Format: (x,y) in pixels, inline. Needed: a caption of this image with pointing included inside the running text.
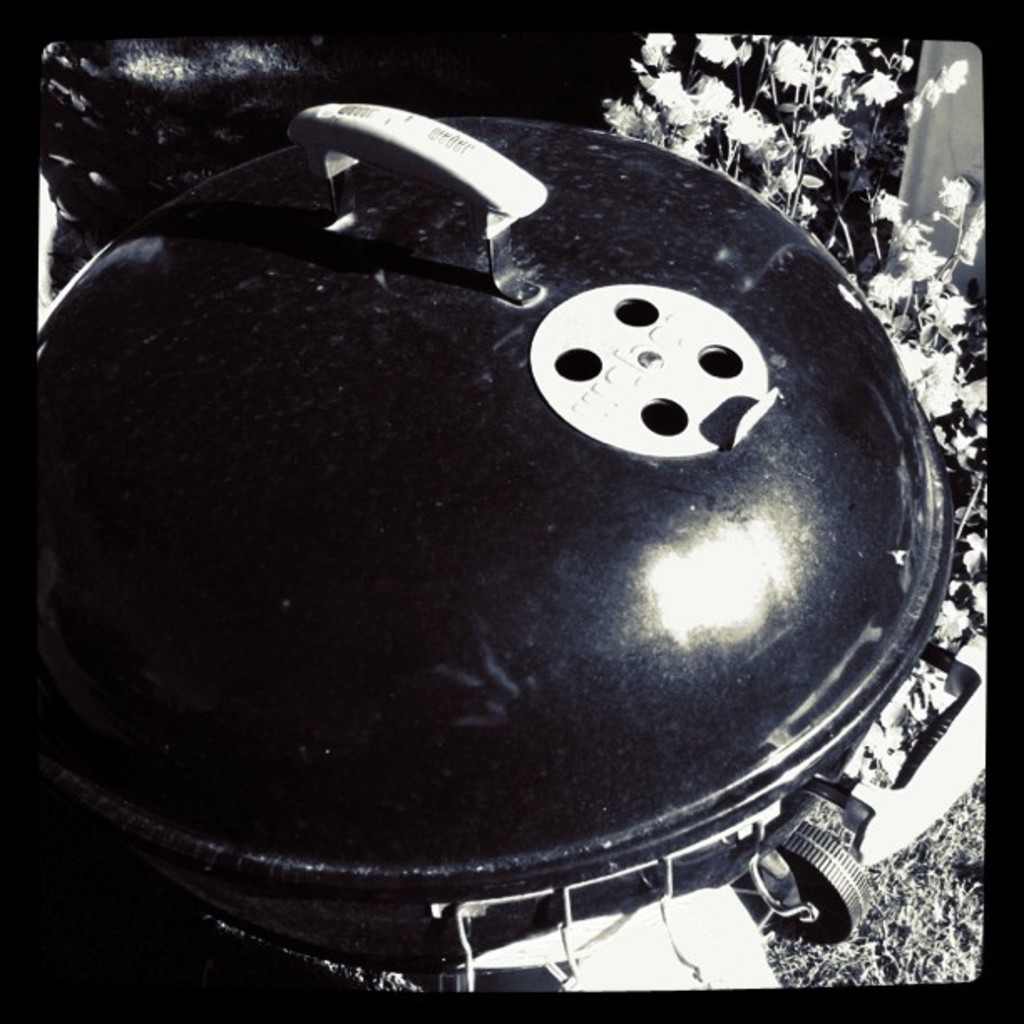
In the middle of the image (512,382) there is a grill (560,205). Behind the grill (501,617) there are some flowers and grass (883,895).
